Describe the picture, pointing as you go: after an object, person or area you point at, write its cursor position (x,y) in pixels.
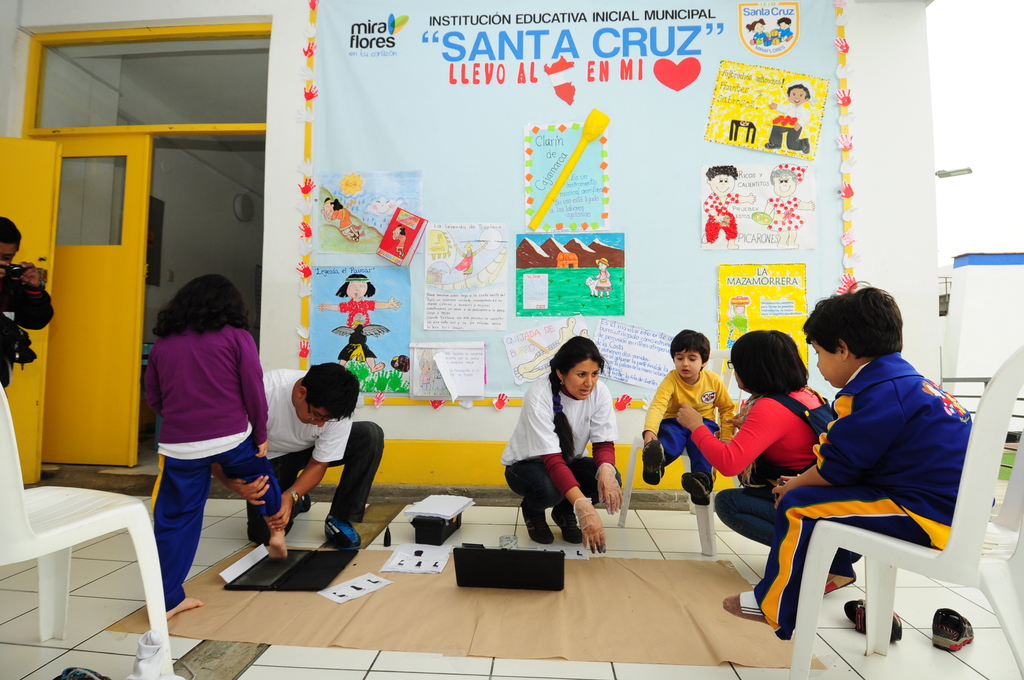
Here we can see few are sitting on the chairs (715,353) and few are sitting on the floor (347,673). This is mat (593,614) and there are laptops (459,576). Here we can see a person (10,239) standing on the floor (314,506). And he is taking a snap with the camera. This is wall (513,188) and there are posters (554,207). And there is a door (55,250).
